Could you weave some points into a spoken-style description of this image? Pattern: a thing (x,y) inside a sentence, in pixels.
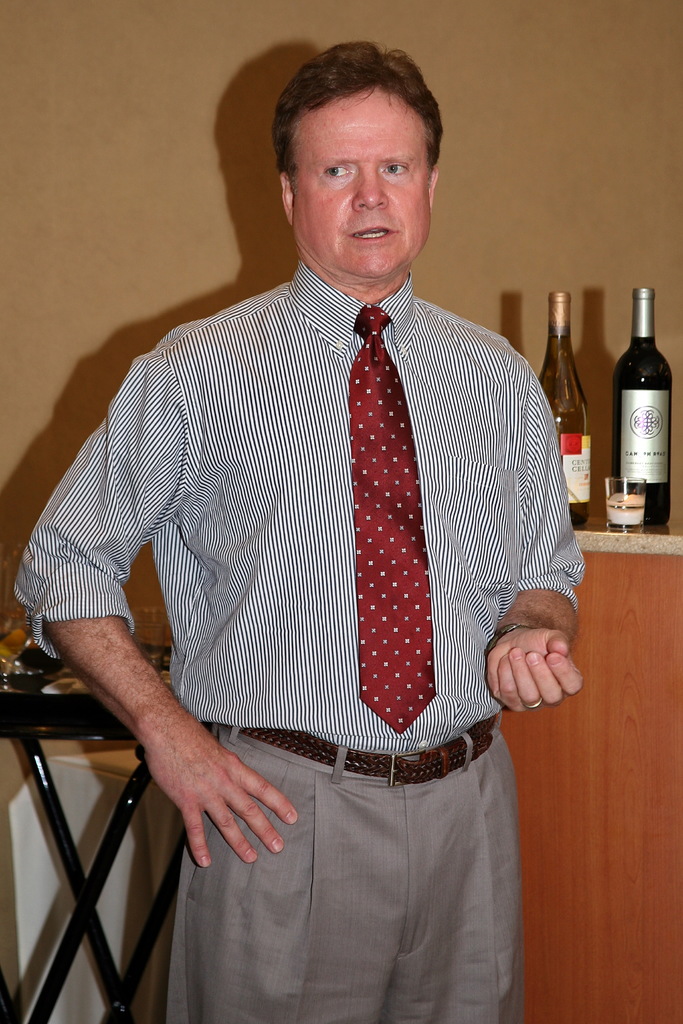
the picture contains one person (267,619) is standing on the floor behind the person (516,600) one table (611,577) is there are two bottles (642,419) and one glass (630,483) is there on the table (635,621) and the person (342,659) is wearing black and white shirt (302,527), red tie (365,486) and ash color pant (388,860).
